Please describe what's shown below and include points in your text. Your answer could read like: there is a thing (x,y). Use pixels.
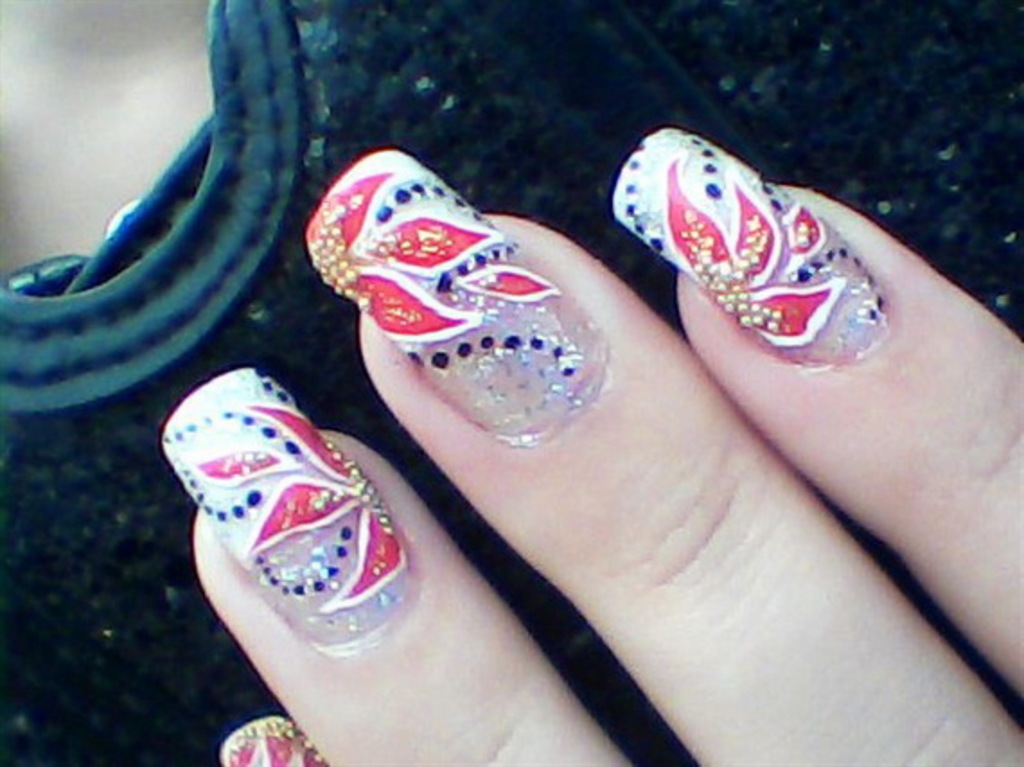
In the center of the image (454,427) we can see one dark color object (426,76) and the fingers (559,578) of a person (452,612) with nail paint (532,285) on the nails (532,285). In the background (319,375), we can see it is blurred.
